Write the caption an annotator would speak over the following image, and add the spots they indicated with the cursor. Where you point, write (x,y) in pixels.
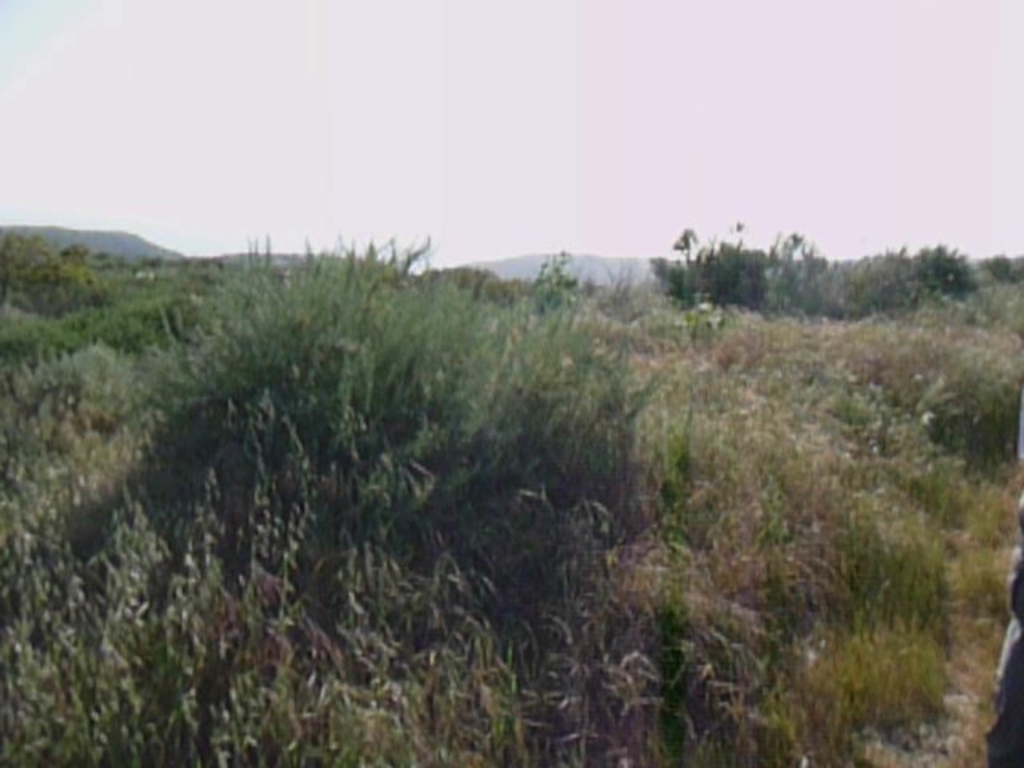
In this image I can see few green grass (376,391) and mountains (125,242). The sky (451,139) is in blue and white color.
